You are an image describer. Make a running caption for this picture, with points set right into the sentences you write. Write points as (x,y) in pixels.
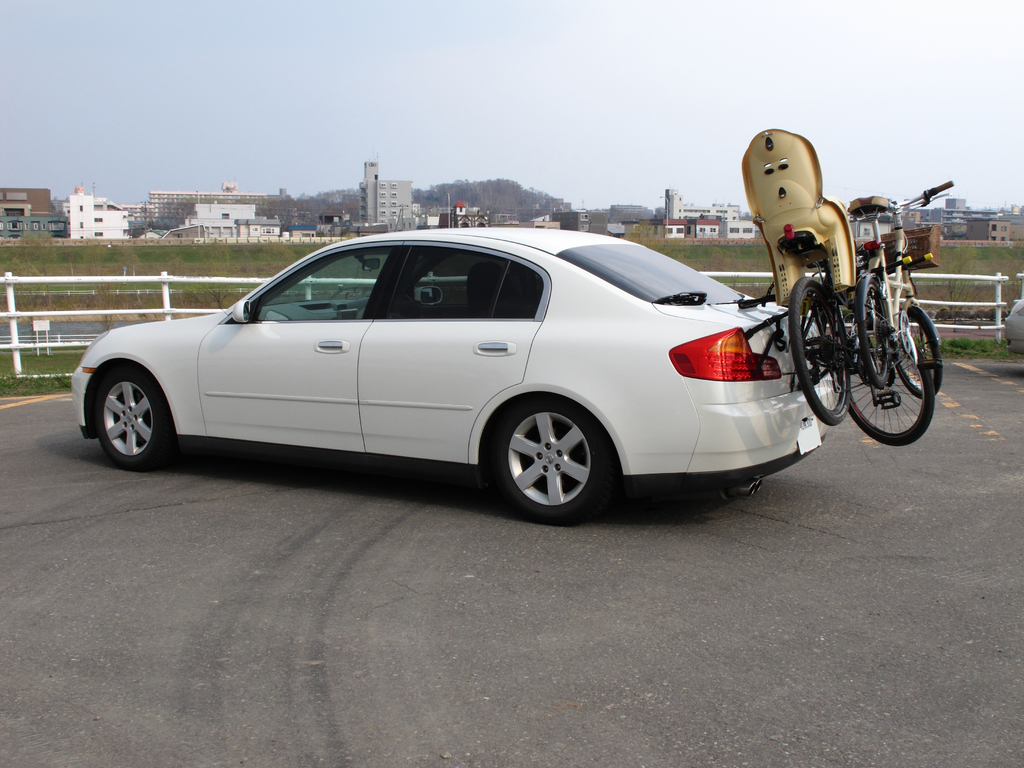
In this picture I can see bicycles (797,169) attached to backside of a car (545,371). In the background (321,227) I can see few buildings (107,224) and trees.
